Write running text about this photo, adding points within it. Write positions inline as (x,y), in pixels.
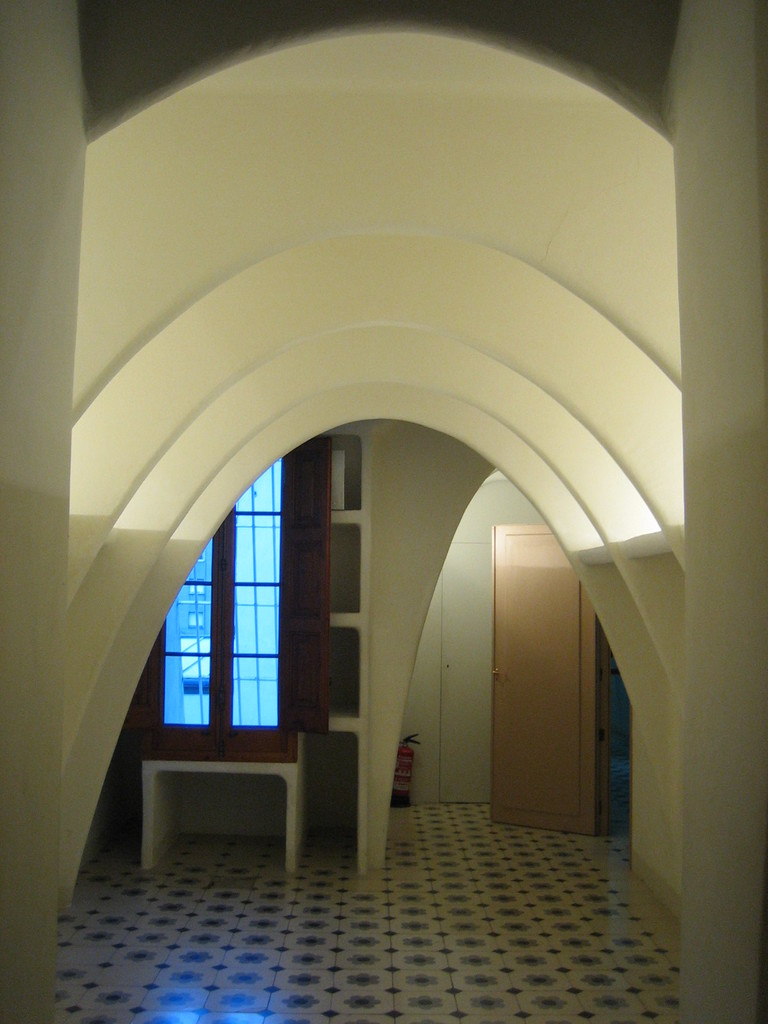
In the picture we can see a door (557,788), fire extinguisher (402,799), wall (443,486), window (201,740), glasses (208,593), and floor (328,912). From the glass (173,608) we can see a building (200,709).
